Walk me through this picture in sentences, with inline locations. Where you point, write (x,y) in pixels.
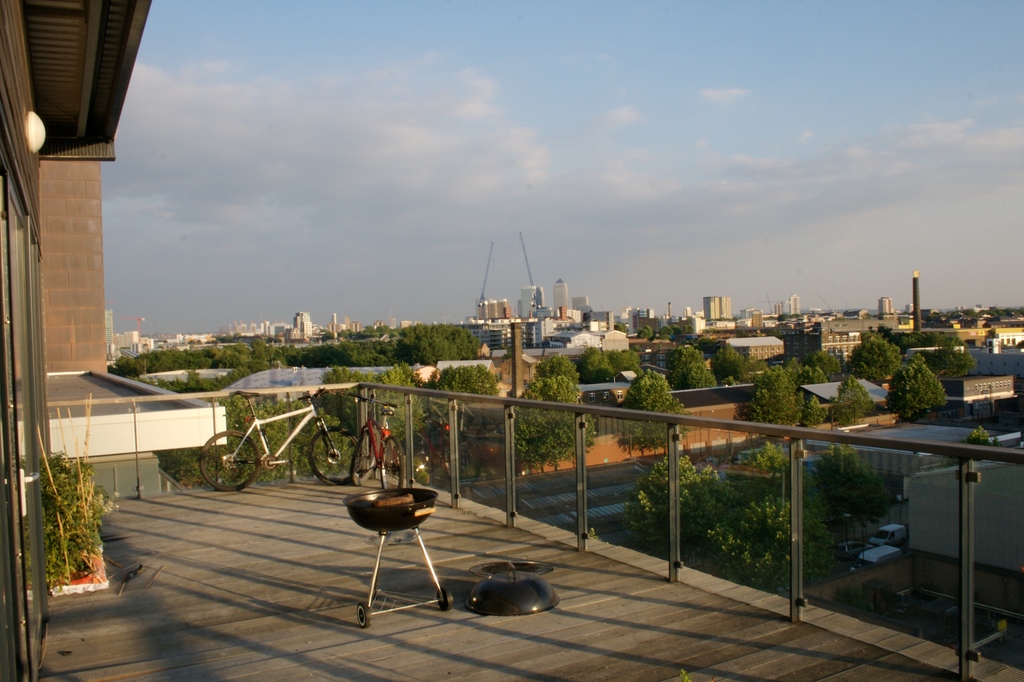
In this image I can see two bicycles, a glass wall (587,529). Background (818,361) I can see trees (468,348) in green color, few buildings (572,337) in cream and white color, few poles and the sky (521,215) is in white and blue color.
